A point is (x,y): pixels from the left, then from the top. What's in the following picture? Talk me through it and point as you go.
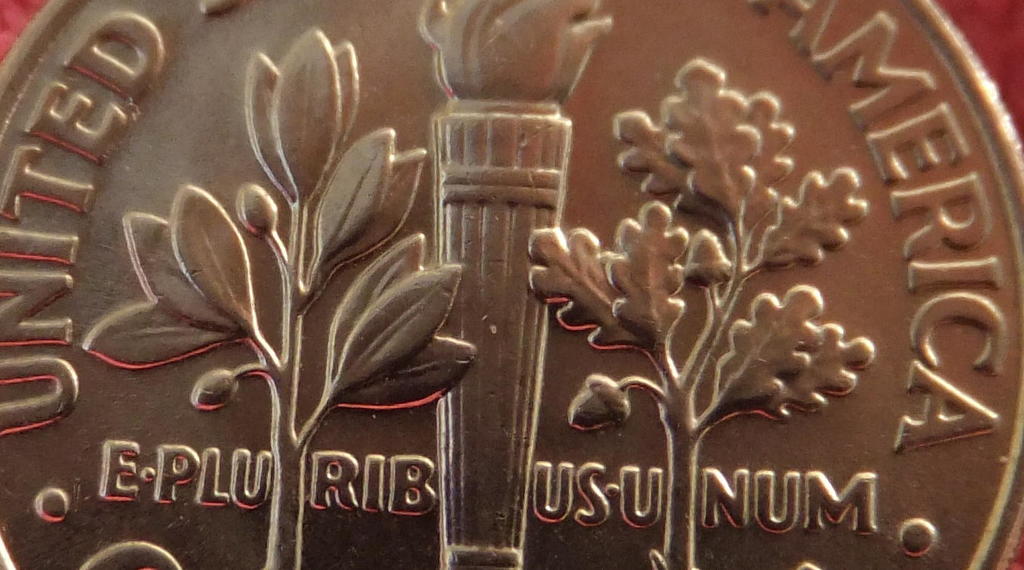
Here we can see a coin (335,234) and on it there are trees design (193,344) and a text (373,485) written on it. In the background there is an object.
